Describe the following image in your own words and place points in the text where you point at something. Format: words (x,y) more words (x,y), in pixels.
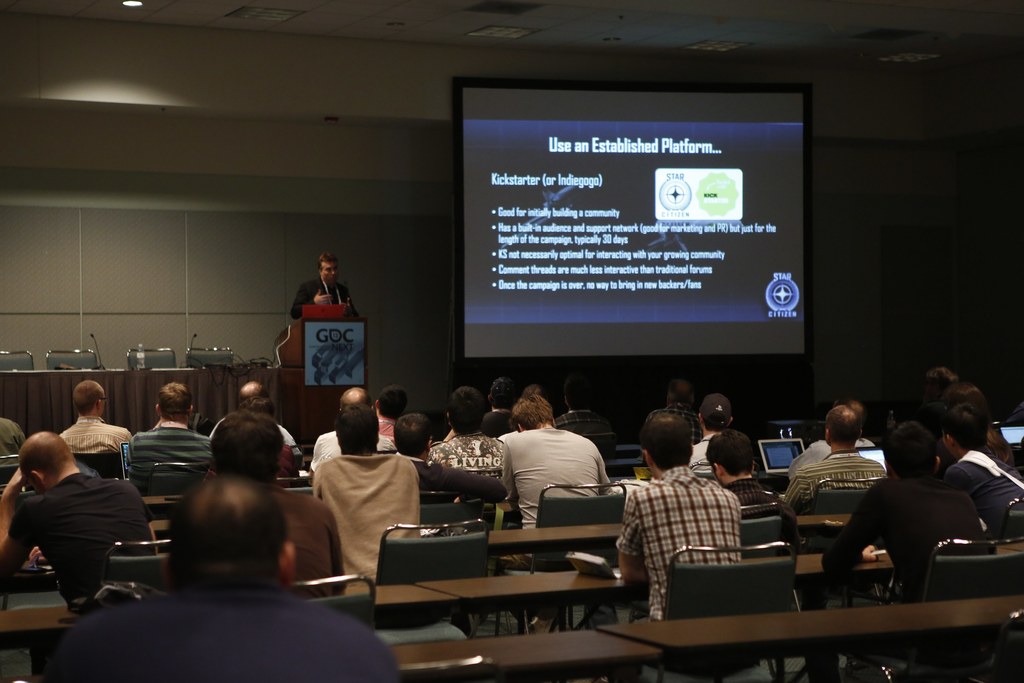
This picture is clicked in a conference hall (747,544). Here, we see many people (194,435) sitting on chair (106,589) and listening to the man (338,292) who is on the opposite side. The man (310,285) in the opposite side wearing black blazer (306,301) is standing near the podium (317,340) and he is explaining. Behind him, we see a table (103,375) and chairs (134,366). In the middle of the picture (462,360), we see a projector screen (635,179) with some text (581,148) displayed on it.
